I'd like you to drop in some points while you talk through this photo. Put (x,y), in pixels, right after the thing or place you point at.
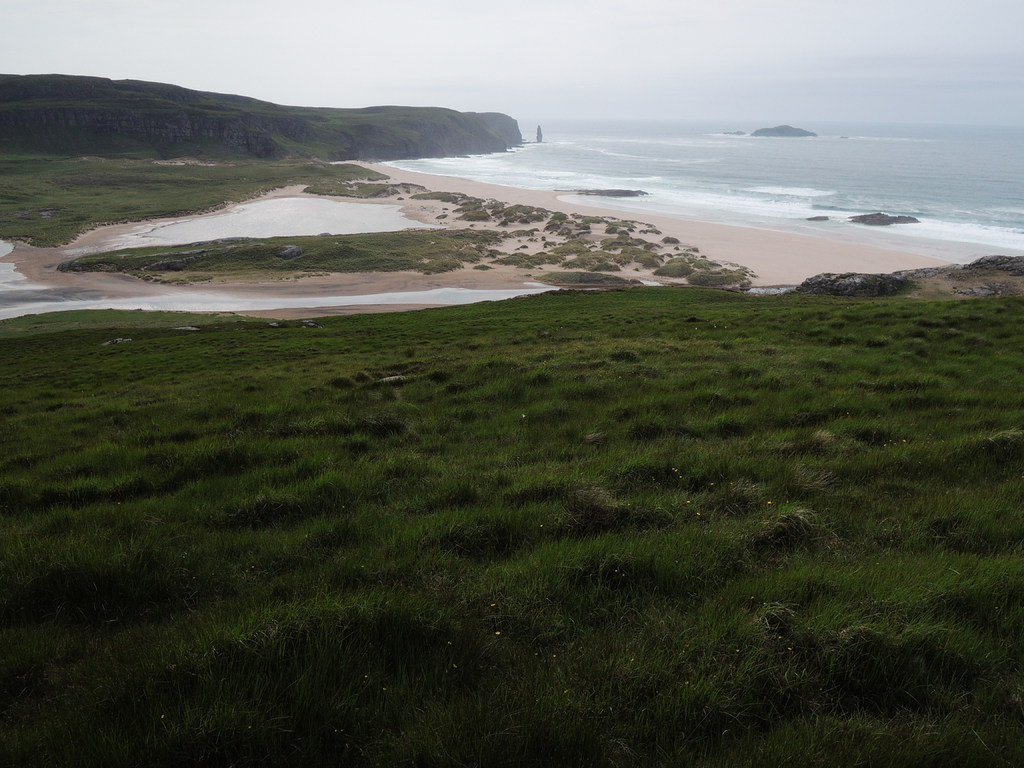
At the bottom of the image (619,537) there is grass (616,498). In the background of the image (301,96) there is sky (629,106) and water (781,141).
